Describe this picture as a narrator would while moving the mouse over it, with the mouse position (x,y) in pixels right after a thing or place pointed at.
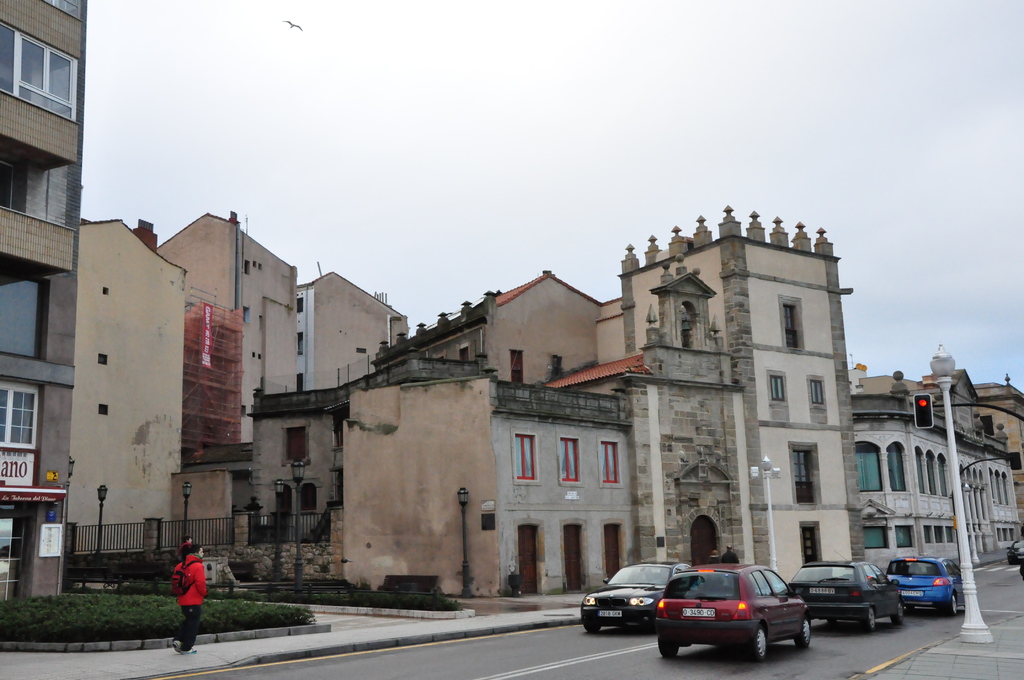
In the center of the image (473,446) buildings (418,406) are there. On the right side of the image (703,632) we can see the poles (960,404), traffic light (925,406), cars (645,570), road (633,644) are present. On the left side of the image (199,555) we can see a person (184,594) is walking on a road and plants (138,615) are present. At the top of the image (397,98) sky (393,69) and a bird (286,21) are present. At the bottom of the image (499,659) road (488,655) is there.
